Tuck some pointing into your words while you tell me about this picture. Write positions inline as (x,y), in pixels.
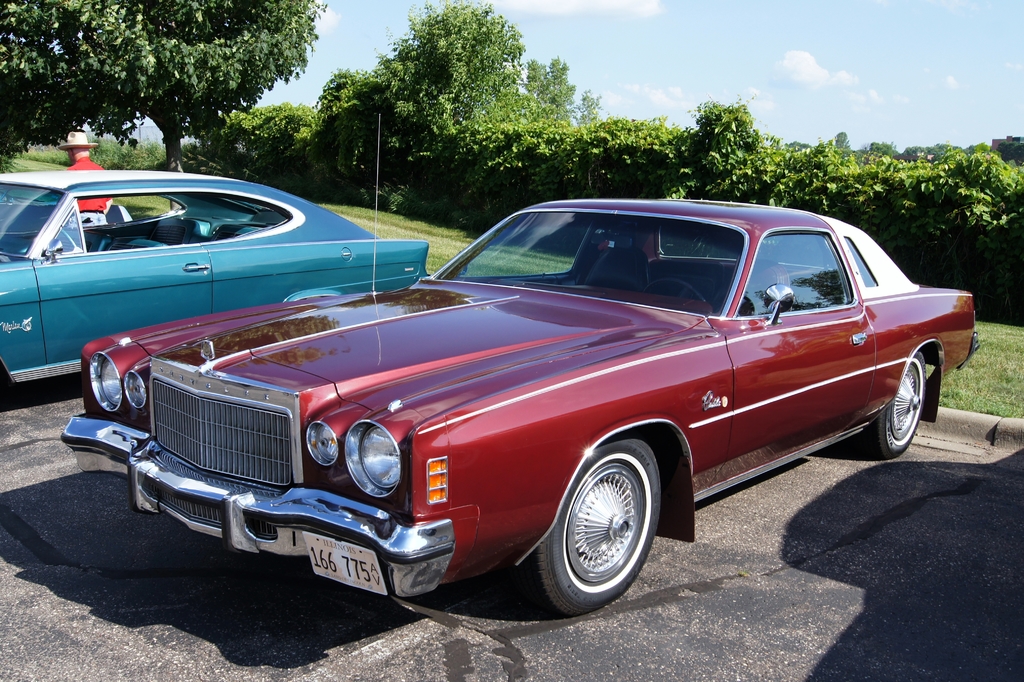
There are two cars (136,303). Near to the car (82,187) there is a person (97,200) wearing hat (74,134) is standing. In the back (259,75) there are trees (779,161) and sky (676,43) with clouds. On the ground (988,355) there is grass (1001,357).
